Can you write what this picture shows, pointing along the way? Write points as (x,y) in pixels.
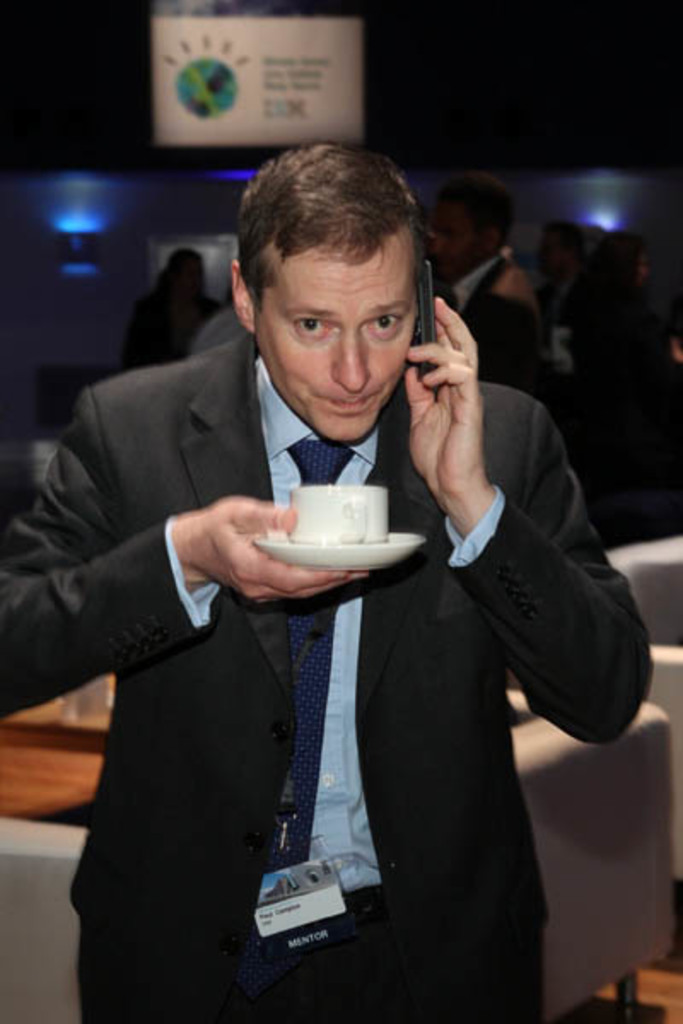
This image is taken indoors. In this image the background (540,293) is a little blurred. There is a wall (87,296) and there are a few people (635,419). There are a few couches (634,765) and there is a table (44,750). In the middle of the image (309,470) a man (309,470) is standing and he is talking on the phone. He is holding a saucer (304,562) and a cup (365,493) in his hand (244,547). At the top of the image (244,100) there is a board (241,74) with a text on it.
